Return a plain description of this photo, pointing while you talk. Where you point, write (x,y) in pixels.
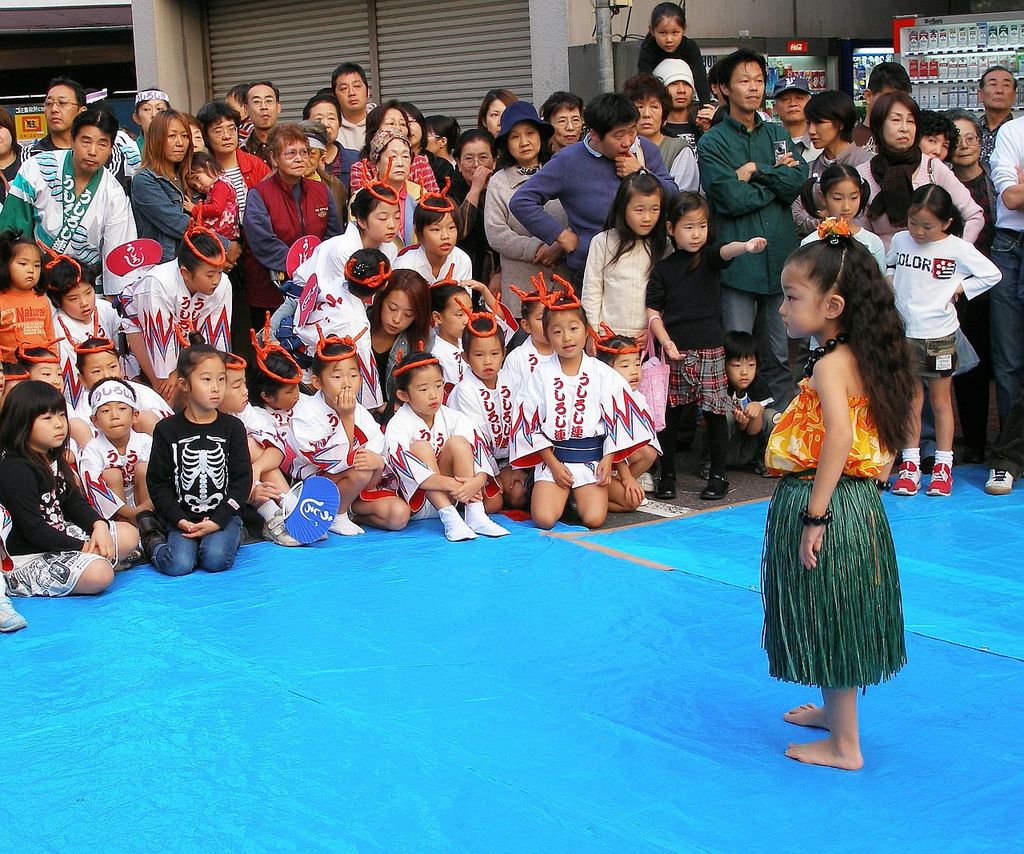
On the right side of the image (822,645) we can see a girl (800,482) standing and there are children (100,450) sitting. In the background (155,215) there are people (672,251), building (450,81), refrigerators (786,75) and a pole (598,55). At the bottom (620,699) there is a mat (490,717).
